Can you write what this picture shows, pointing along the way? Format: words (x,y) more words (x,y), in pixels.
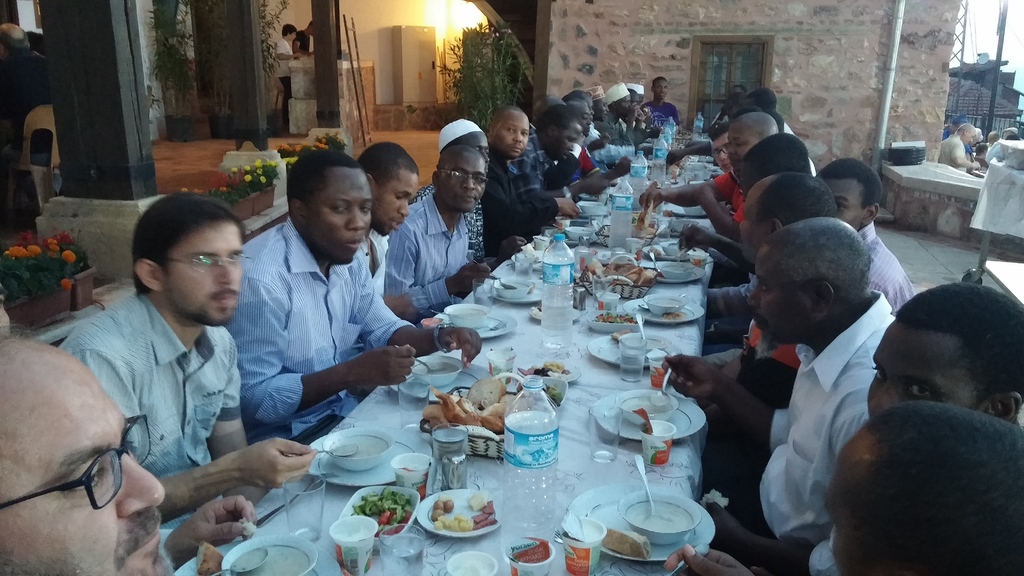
This picture describes about group of people (366,319), few are seated, few are standing and few people (451,194) wore spectacles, in front of them we can see few bottles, plates (455,496), bowls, spoons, food (479,402) and other things (422,490) on the table (589,361), on the left side of the image (26,244) we can see flowers (39,237), in the background (495,40) we can find few plants (463,45) and lights (438,15), and also we can see a tower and a pipe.
